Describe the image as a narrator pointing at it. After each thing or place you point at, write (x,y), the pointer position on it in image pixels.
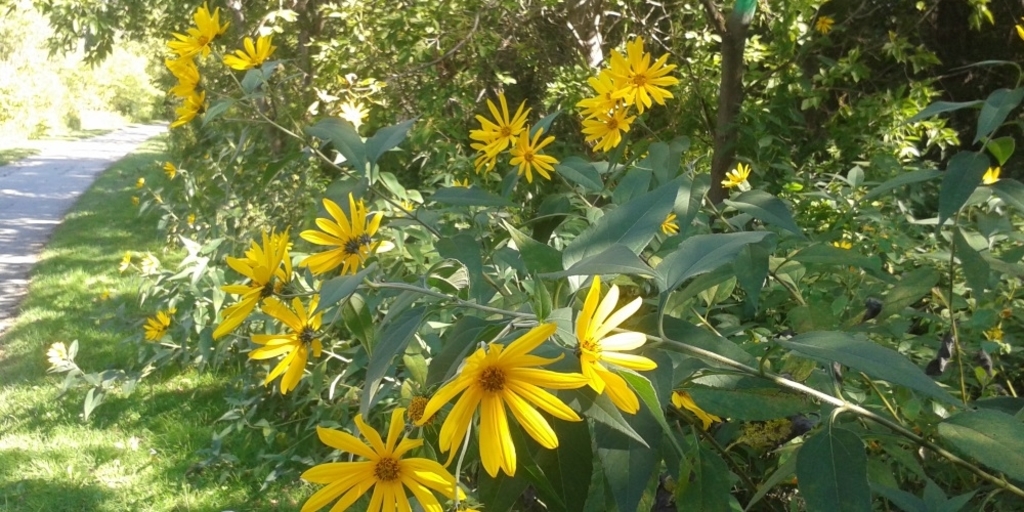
In the center of the image (412,225) there are flower plants (427,268). In the background of the image (499,27) there are trees (438,11). To the left side of the image (79,145) there is road (19,274). There is grass (113,486).
